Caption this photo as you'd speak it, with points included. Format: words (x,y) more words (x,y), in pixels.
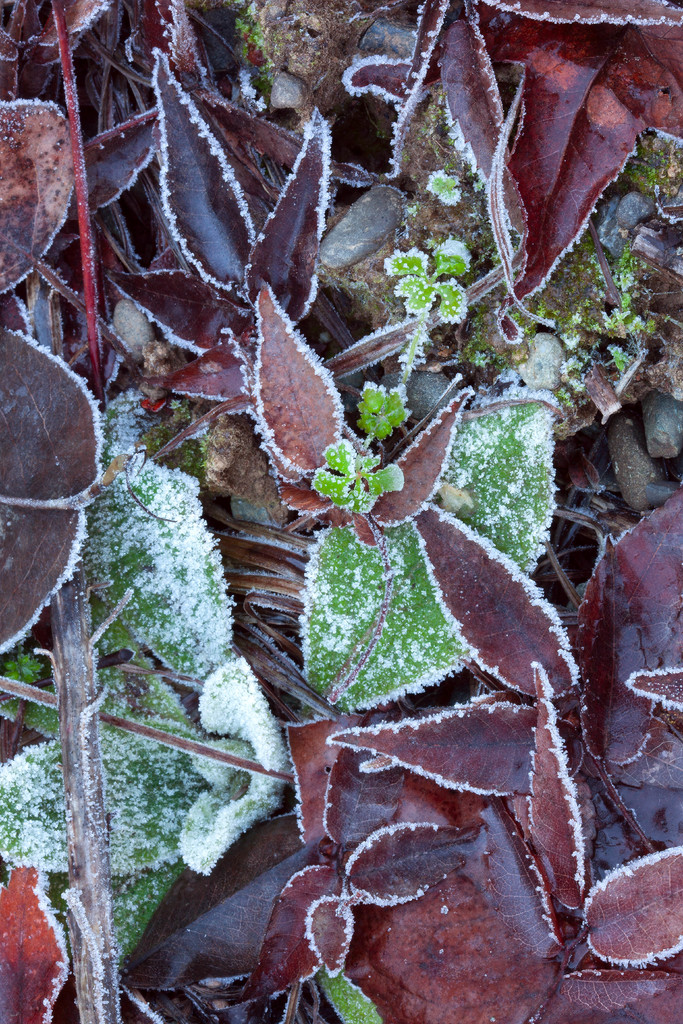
In this image we can see leaves (471,707) covered by snow (229,688).
